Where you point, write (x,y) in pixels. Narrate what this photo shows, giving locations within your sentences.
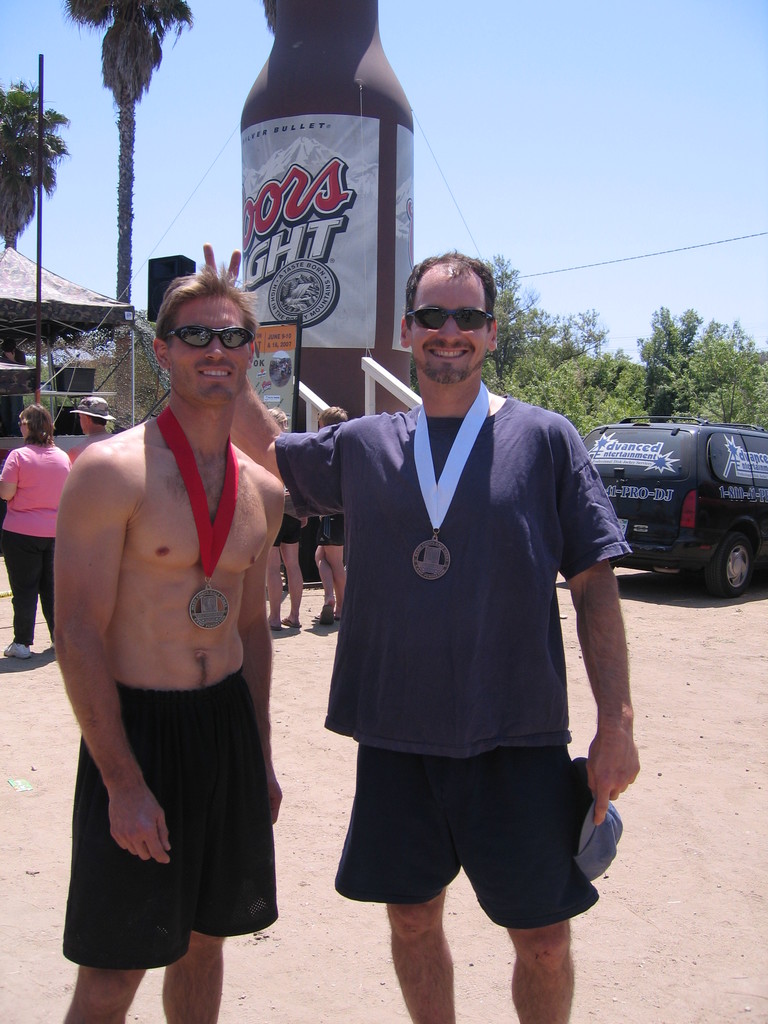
In this image I can see a person (189,777) wearing black short (172,804) and another person (399,735) wearing t shirt (443,664) and black short (426,792) are standing. I can see medals (227,603) in their necks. In the background (324,546) I can see a car (637,553) which is black in color, few other persons (287,496) standing, a tent (50,282), few trees (16,232), a huge bottle shaped structure (311,329) and the sky (210,136).
